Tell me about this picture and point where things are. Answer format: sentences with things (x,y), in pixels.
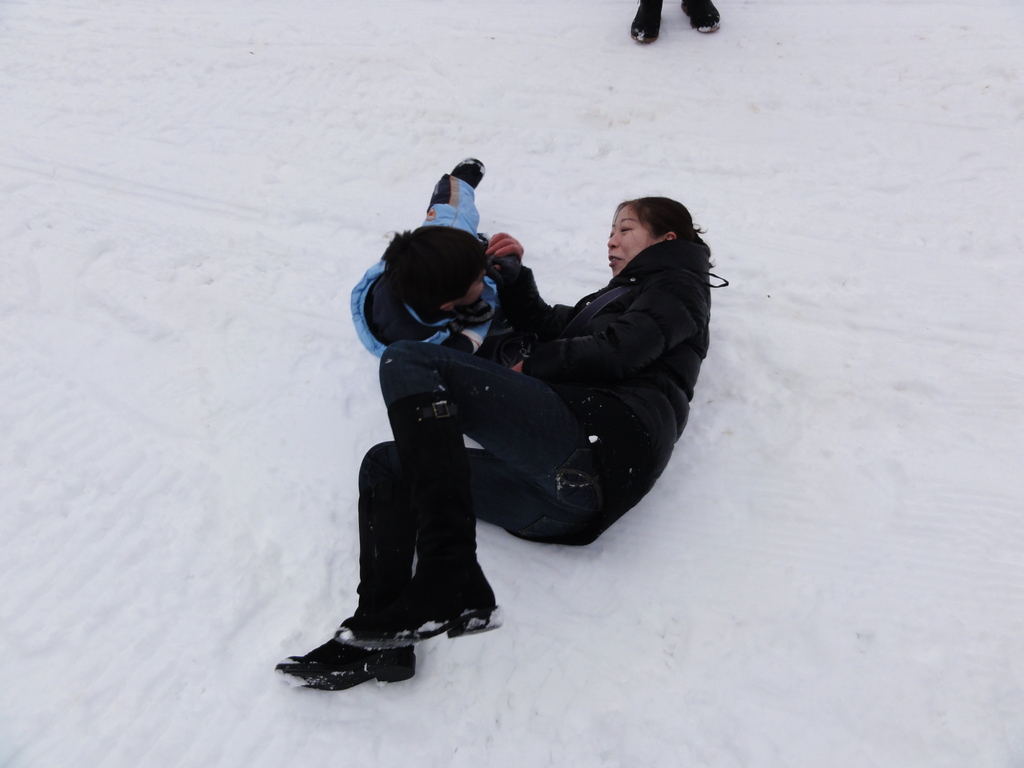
In the image we can see there is a ground (620,659) covered with snow (220,257) and a woman (586,430) is lying on the ground (553,234) along with a kid (479,337). The women (585,347) is wearing black jacket (664,321) and the kid (412,324) is wearing blue jacket (404,323). The women (518,275) and kid (420,336) are looking at each other.
